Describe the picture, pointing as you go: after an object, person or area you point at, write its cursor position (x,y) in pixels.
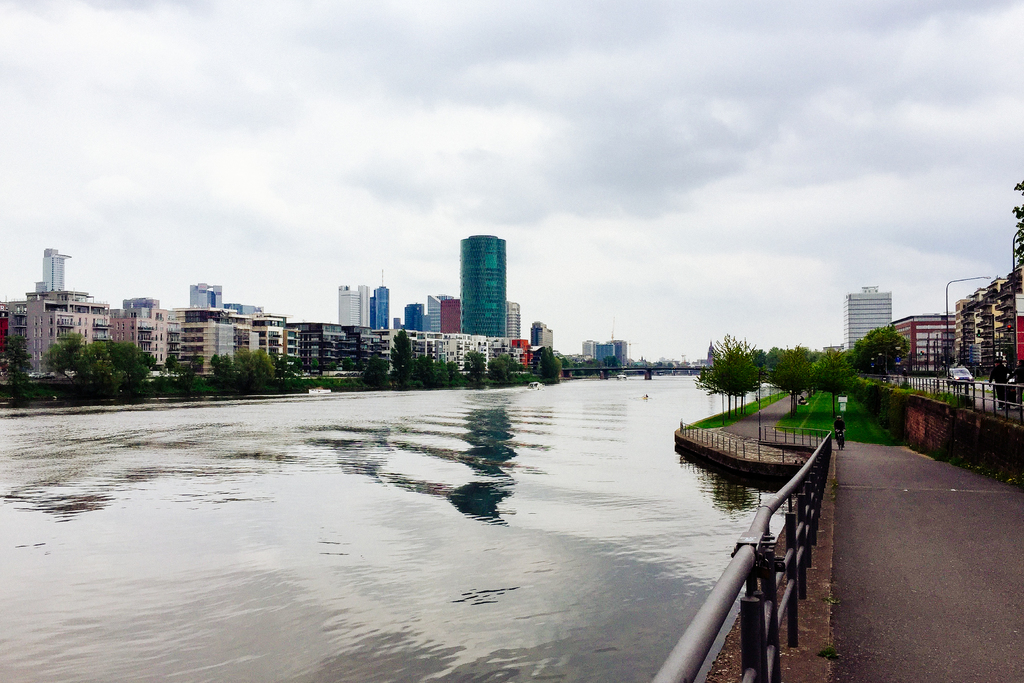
In this picture there is water (528,475) in the center of the image (542,396) and there are vehicles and boundaries (793,428) on the right side of the image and there are buildings (160,310), trees (900,335), and poles (947,314) in the background area of the image (1001,326).
